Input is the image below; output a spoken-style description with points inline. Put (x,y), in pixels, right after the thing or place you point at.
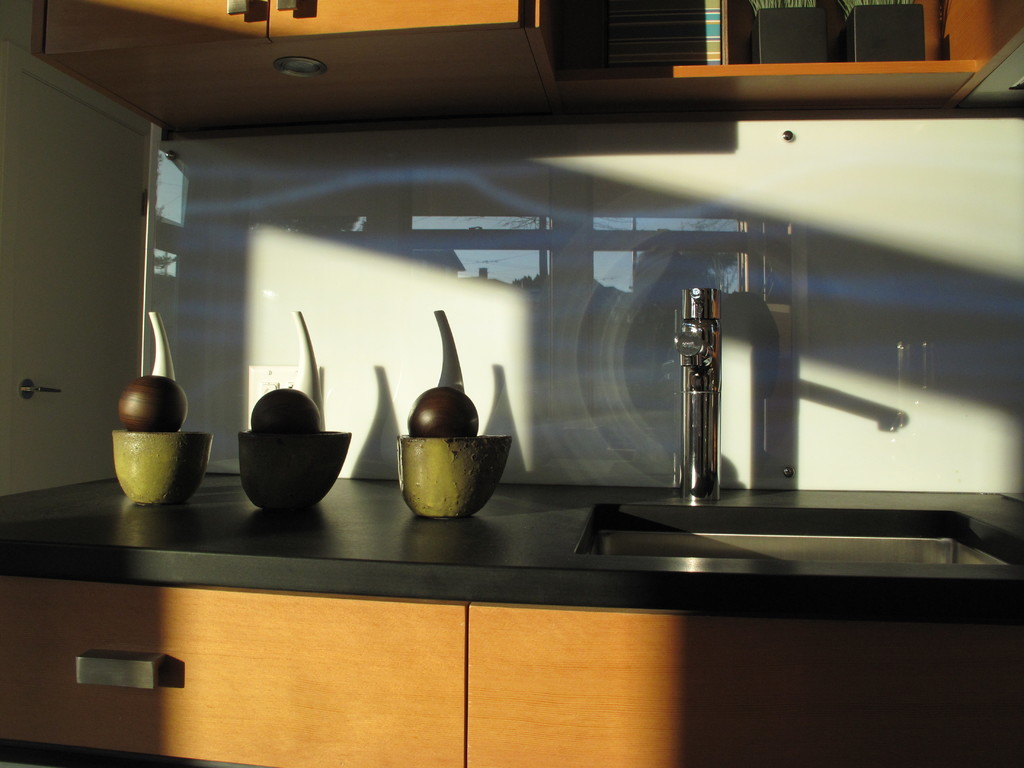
In the image there is a kitchen platform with cupboards (468,643). On the platform (613,513) there is a wash basin (670,549) and also there are few decorative things (280,425). At the top of the image (189,46) there are cupboards (561,66).
